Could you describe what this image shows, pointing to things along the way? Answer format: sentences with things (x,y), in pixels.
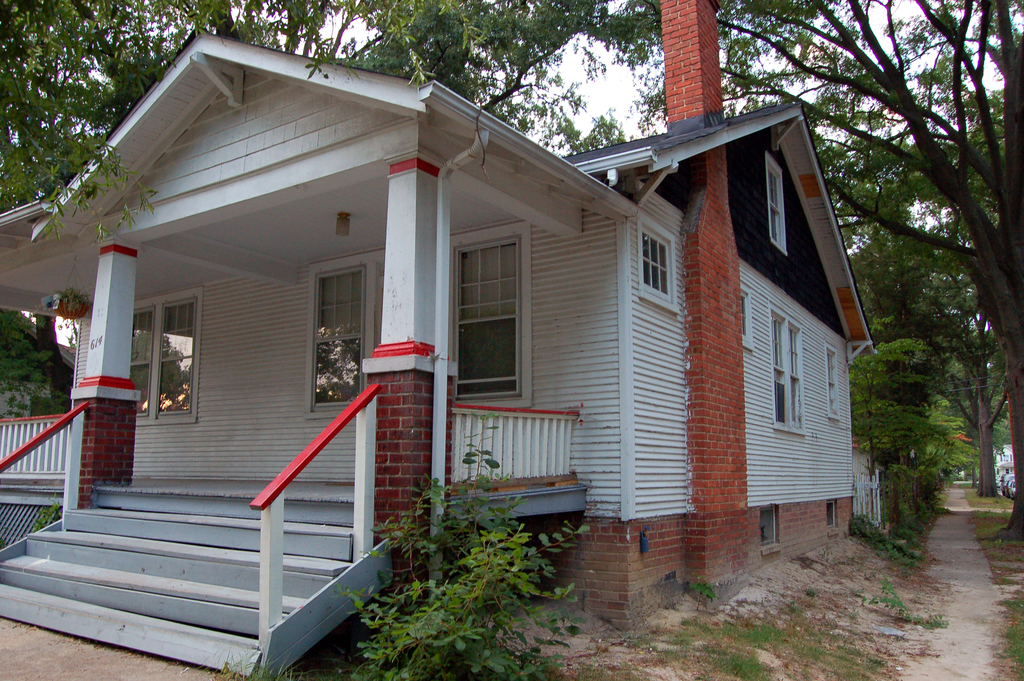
In the image there is home (416,328) in the front (703,288) with trees (1007,235), plants (943,469) all around it.
